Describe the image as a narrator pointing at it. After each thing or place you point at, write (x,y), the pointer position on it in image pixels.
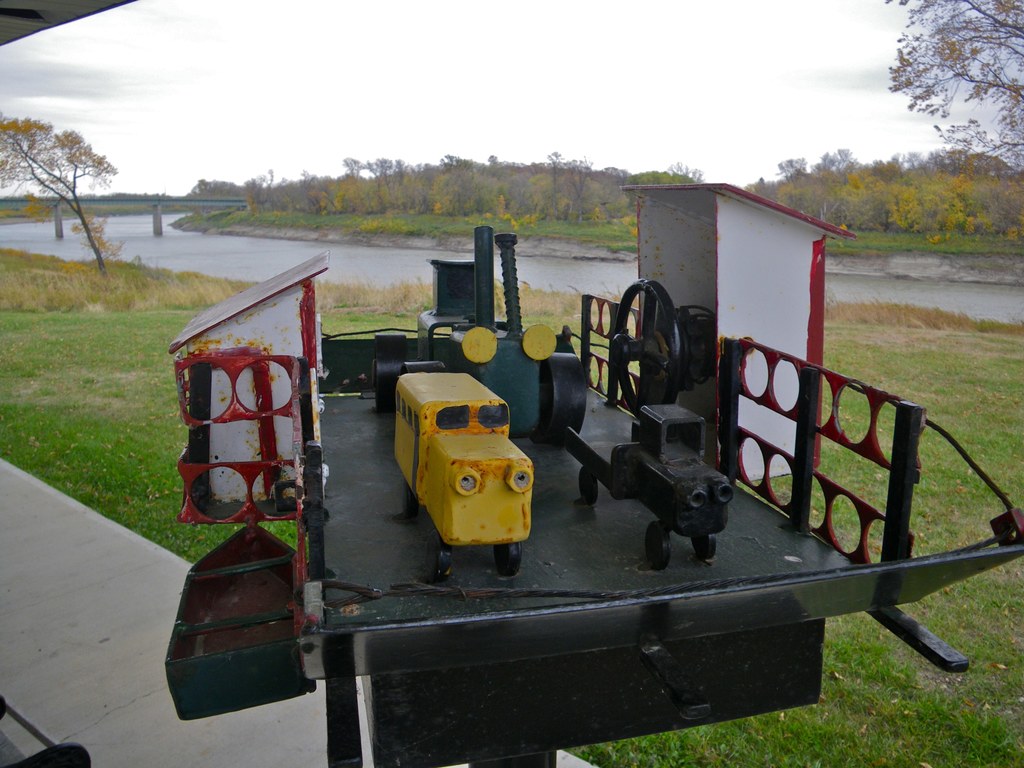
In this picture there is a yellow and black color iron toys (416,484), placed on the black table (612,533). Behind there is a small river water (310,254) and some trees (518,188).
